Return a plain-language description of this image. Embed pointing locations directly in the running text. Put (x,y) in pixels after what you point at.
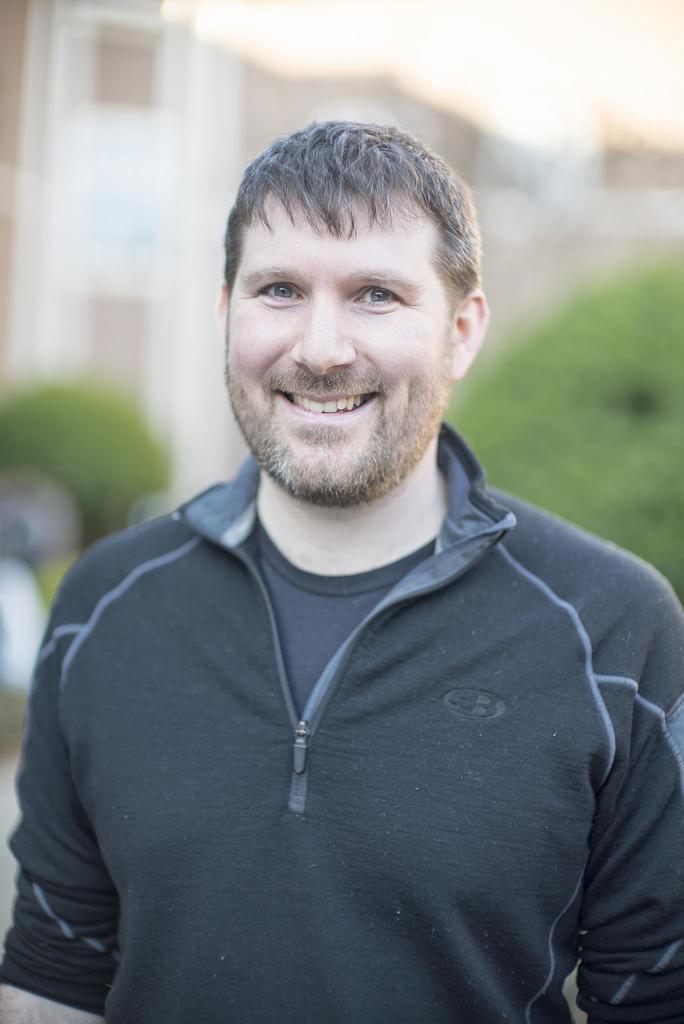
In this image I can see a man (383,730) is smiling, he is wearing a black color sweater (461,753).
